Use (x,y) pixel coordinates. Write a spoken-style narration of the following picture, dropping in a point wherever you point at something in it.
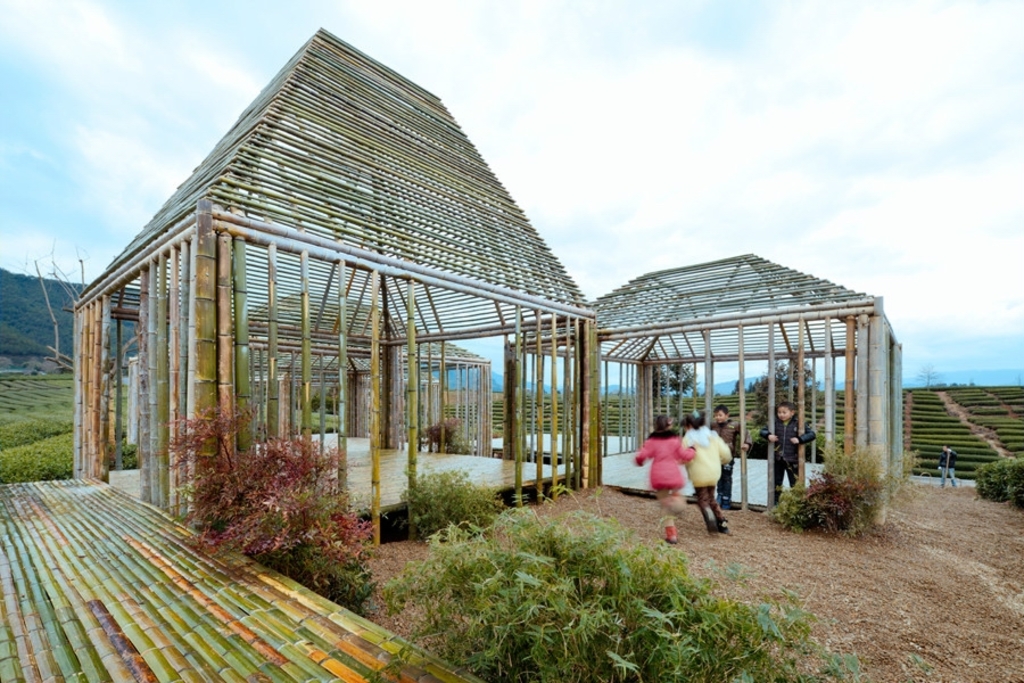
In the image in the center (352,248) we can see bamboo architecture (389,385). And we can see grass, plants (599,582) and few people (680,485) were standing. In the background (693,374) we can see the sky (576,278), clouds (867,150), hills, plants (61,355) and grass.
